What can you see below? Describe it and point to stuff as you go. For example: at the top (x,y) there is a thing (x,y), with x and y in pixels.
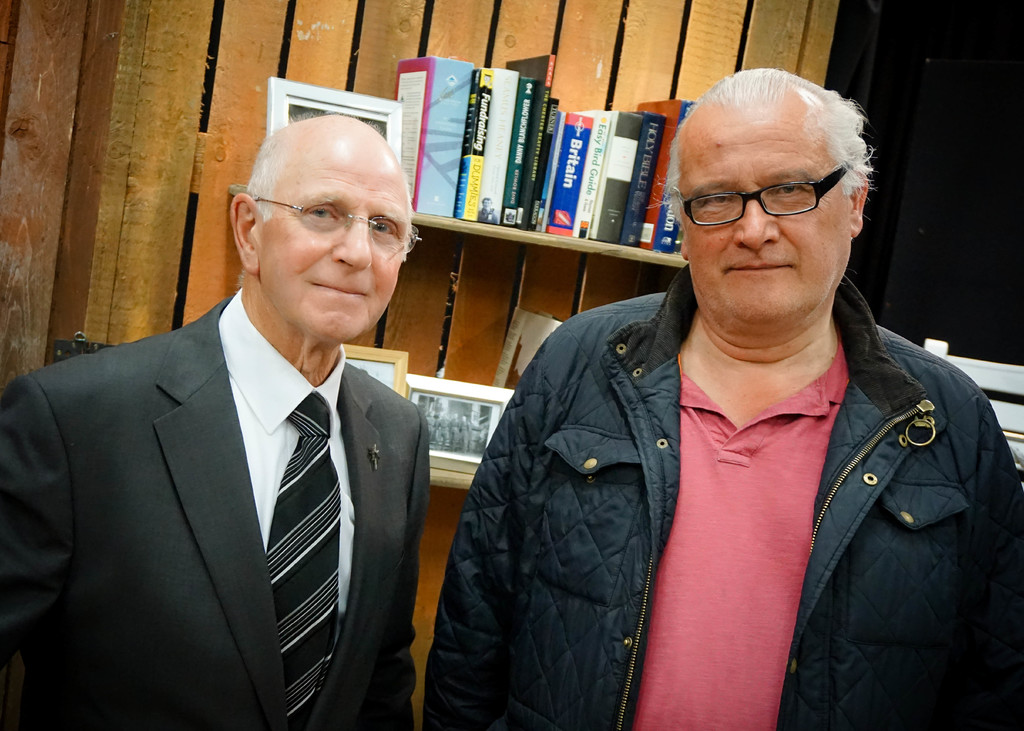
In this image we can see man (578,507) standing. In the background (466,385) there are books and frames (463,400) placed on the racks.
